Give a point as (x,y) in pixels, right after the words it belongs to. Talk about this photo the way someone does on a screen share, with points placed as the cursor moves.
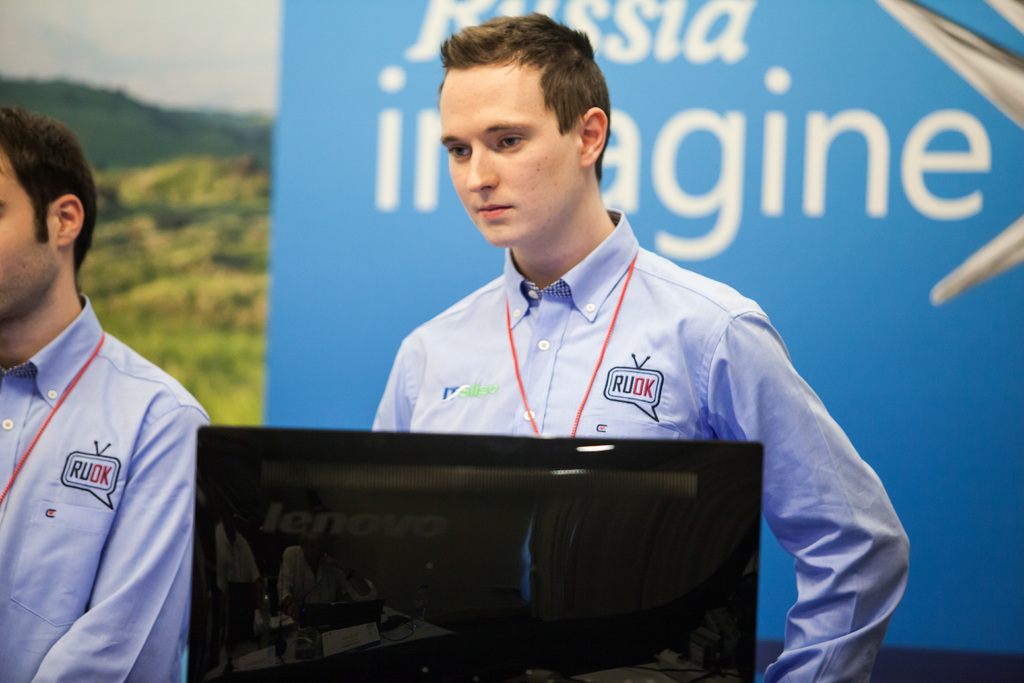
In this image we can see two persons (538,382) standing, in front of them there is a monitor (589,588). In the background (717,191) there is a banner (785,225), trees (220,257), mountains (148,123) and sky (144,91).
